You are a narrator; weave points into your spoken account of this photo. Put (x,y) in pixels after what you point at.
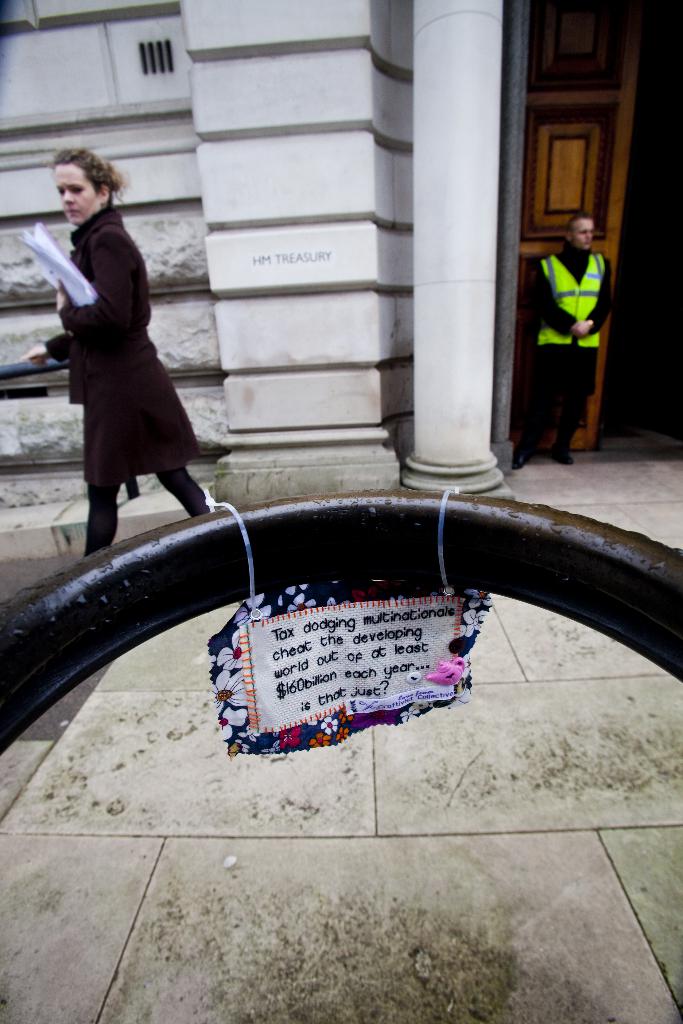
In this image we can see, on the left side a woman (92,544) is walking and looking at something, and on the right side (545,372) there is a man (541,363) standing and also we can see there is the pillar (430,312) and door (560,147).
